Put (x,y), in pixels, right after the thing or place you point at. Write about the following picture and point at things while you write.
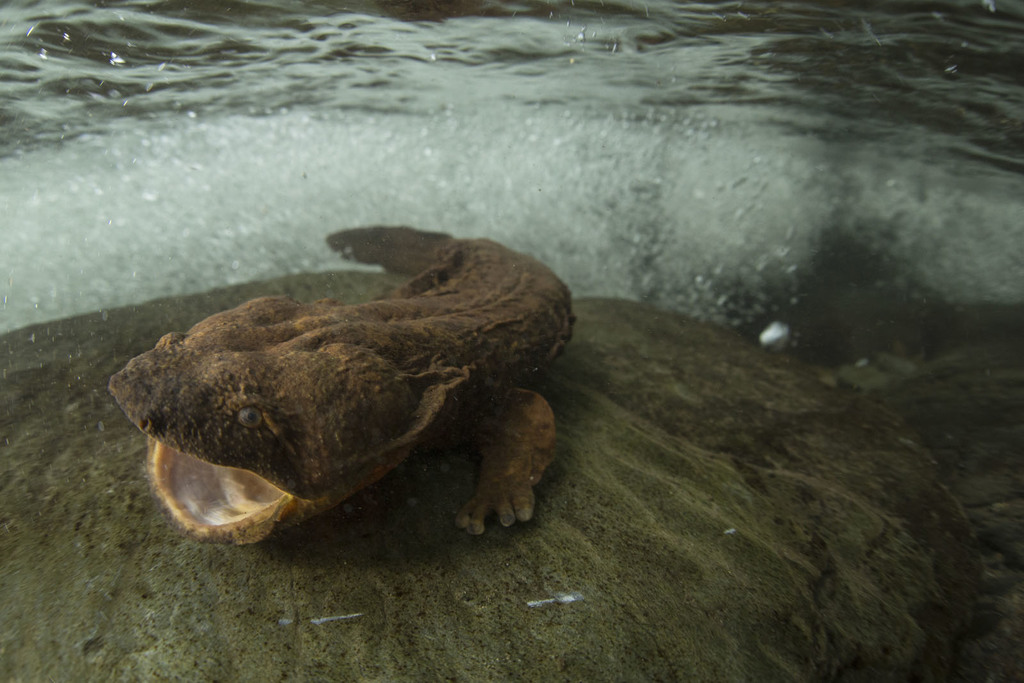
In the picture we can see a salamander (277,494) on the rock surface (494,600), besides to it we can see a water (505,238).
